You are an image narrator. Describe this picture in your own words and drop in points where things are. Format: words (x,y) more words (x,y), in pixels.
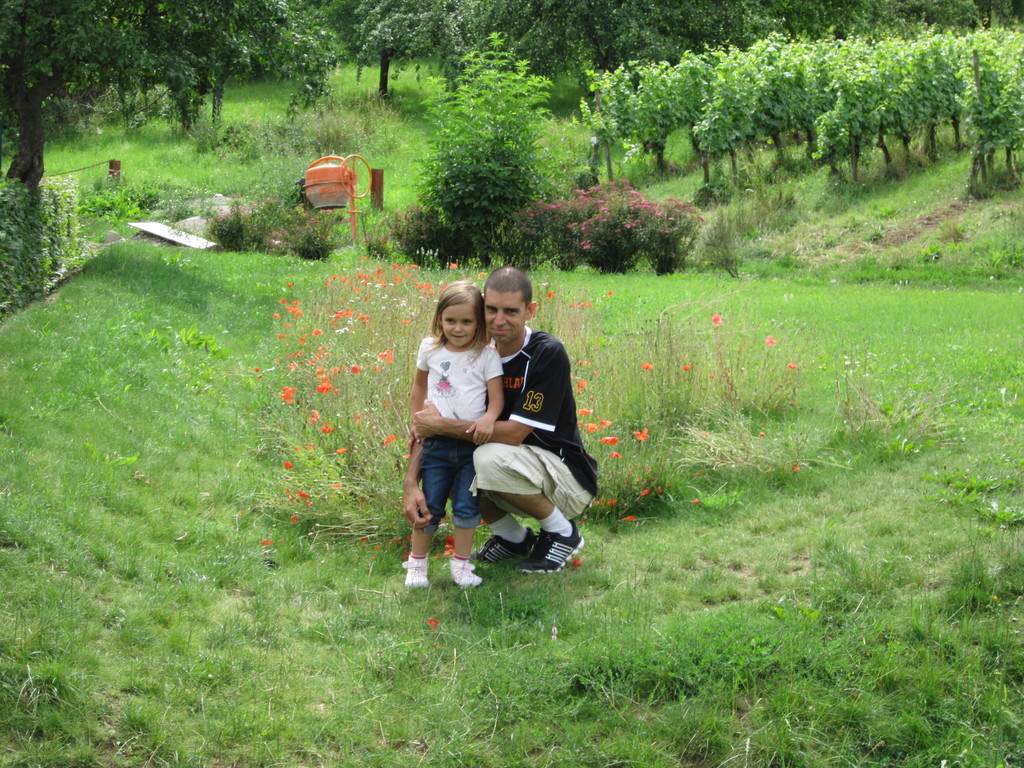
In this image we can see two persons (549,439), there are some trees (499,143), plants (504,228), flowers (322,369), grass (149,351) and some other objects (335,196) on the ground (294,198).
